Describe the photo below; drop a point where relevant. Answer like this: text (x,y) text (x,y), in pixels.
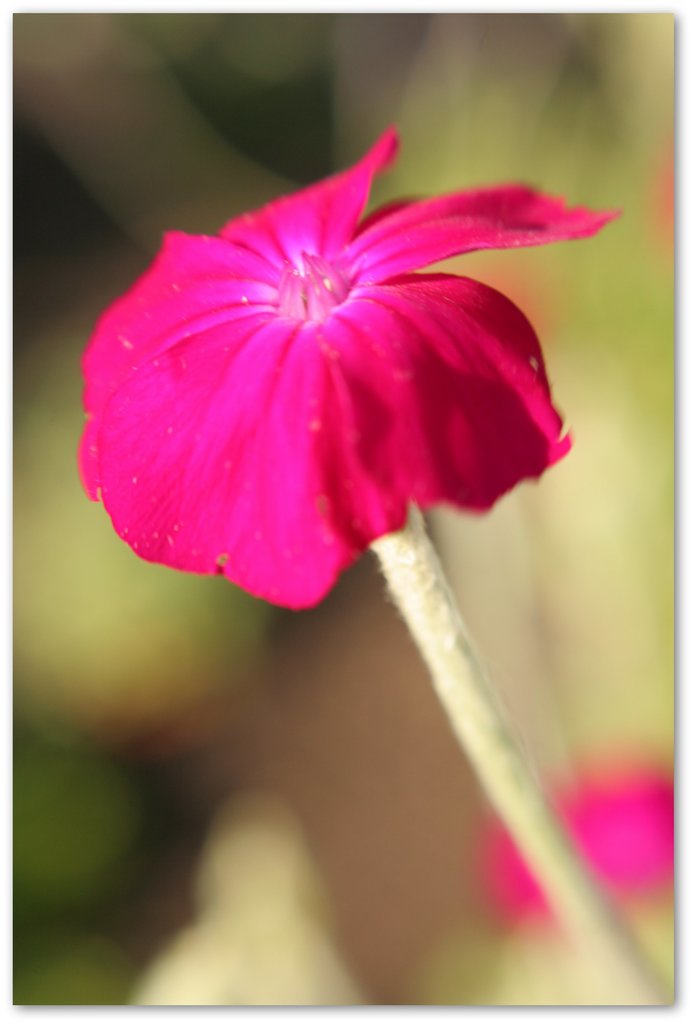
We can see pink flower (391,227). In the background (83,176) it is blur and green.
